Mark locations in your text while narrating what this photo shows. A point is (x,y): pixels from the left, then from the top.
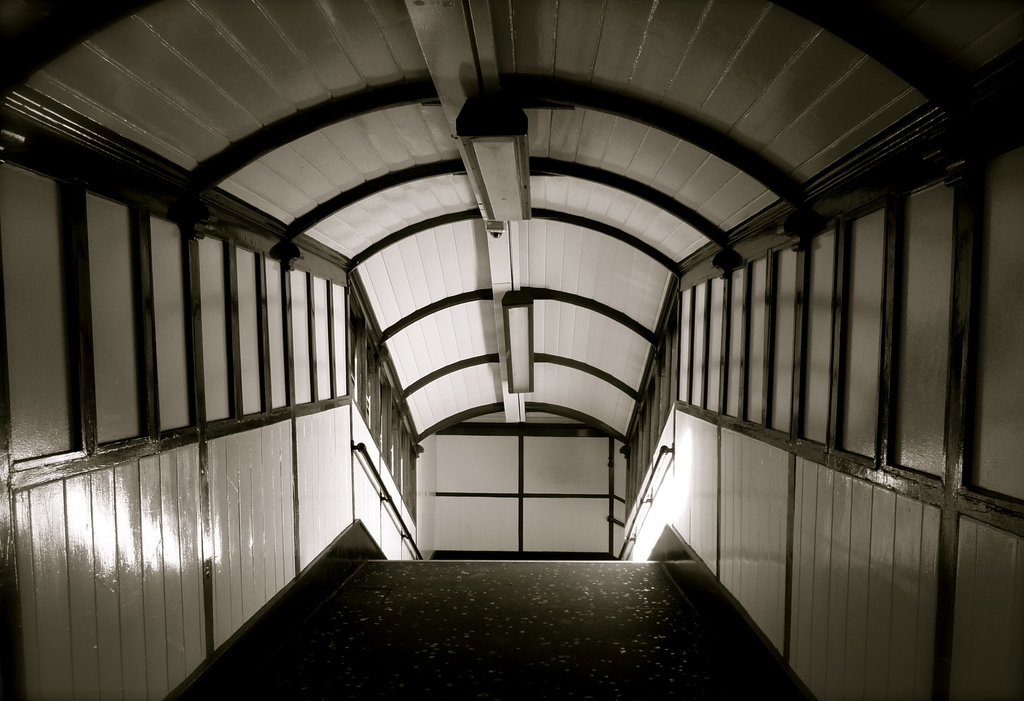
In this image there are wooden walls (196,469), there is a roof (576,197), there are lights (520,381), there is the ground (516,646) towards the bottom of the image (526,635).
